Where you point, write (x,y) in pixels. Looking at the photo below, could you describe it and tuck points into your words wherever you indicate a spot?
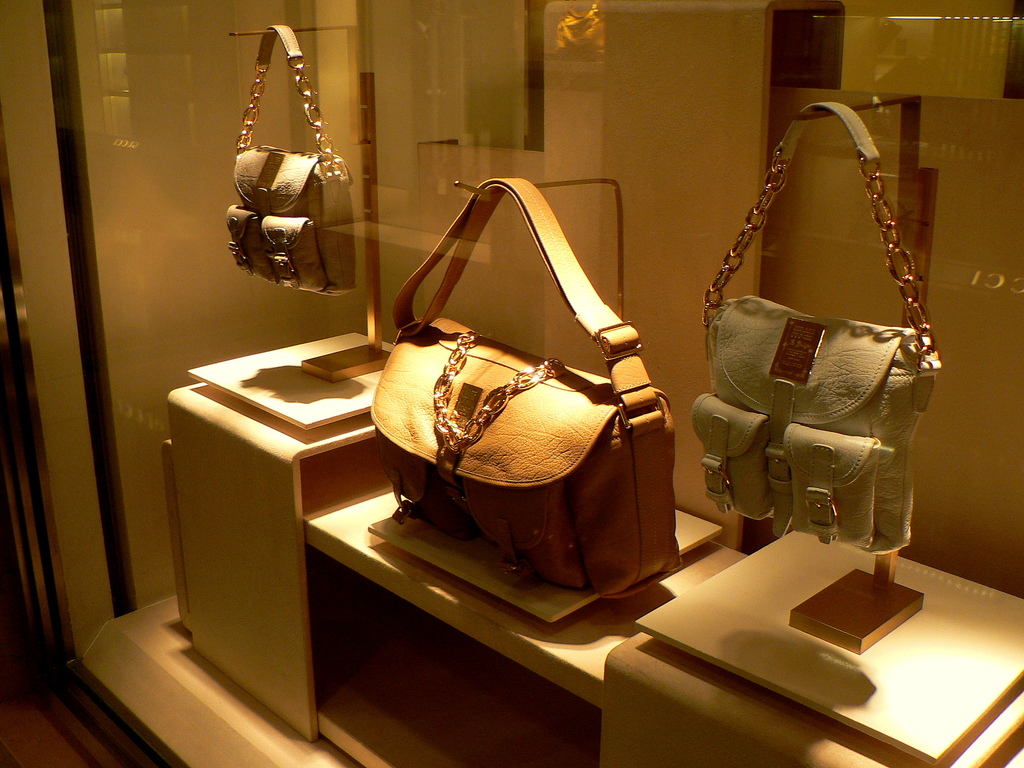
In this image we can see three leather handbags (396,304) are placed inside a glass display case (214,215).
